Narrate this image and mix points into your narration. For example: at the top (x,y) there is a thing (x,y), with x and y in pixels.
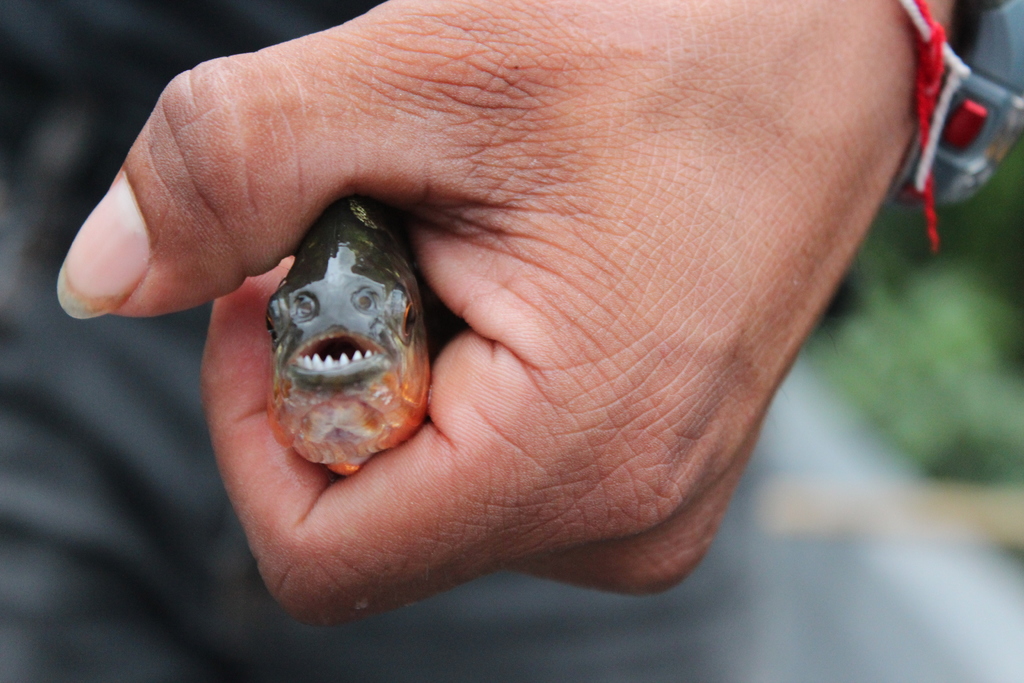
In this image we can see fish (368,282) in the hand (258,369) of a person (536,408). In the background (976,360) it is blur.
